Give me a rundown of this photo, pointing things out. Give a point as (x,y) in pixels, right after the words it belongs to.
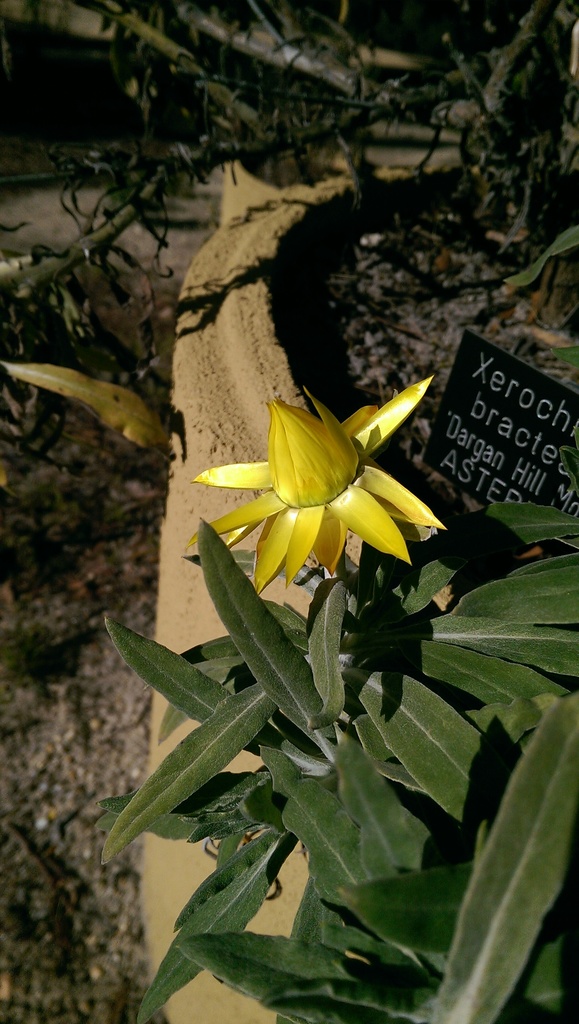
Here we can see a plants (360,617) with a yellow color flower (333,530). In the background (488,409) there is a small name board (516,414), plants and ground (39,726).
